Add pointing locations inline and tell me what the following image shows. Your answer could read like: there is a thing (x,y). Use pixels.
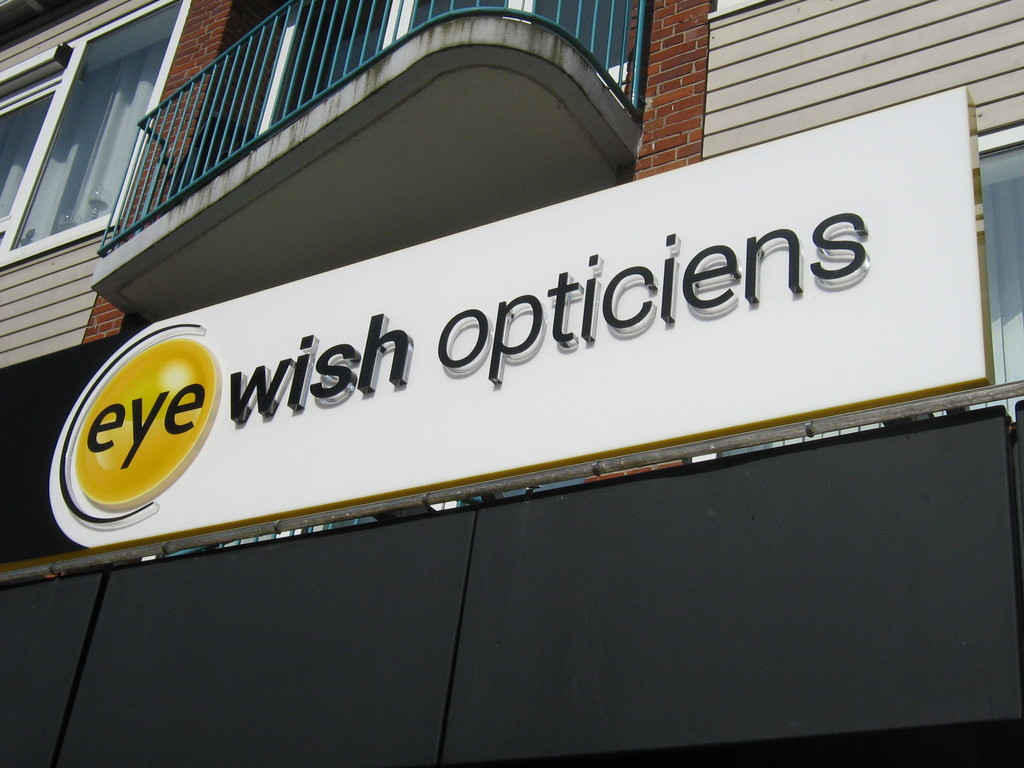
This is the picture of a building (232,278). In this image there is a hoarding (841,380) on the building (833,440) and there is a text (698,310) on the building (90,248). At the back (82,150) there is a railing (273,102) and there are curtains (71,162) behind the windows (118,74).
